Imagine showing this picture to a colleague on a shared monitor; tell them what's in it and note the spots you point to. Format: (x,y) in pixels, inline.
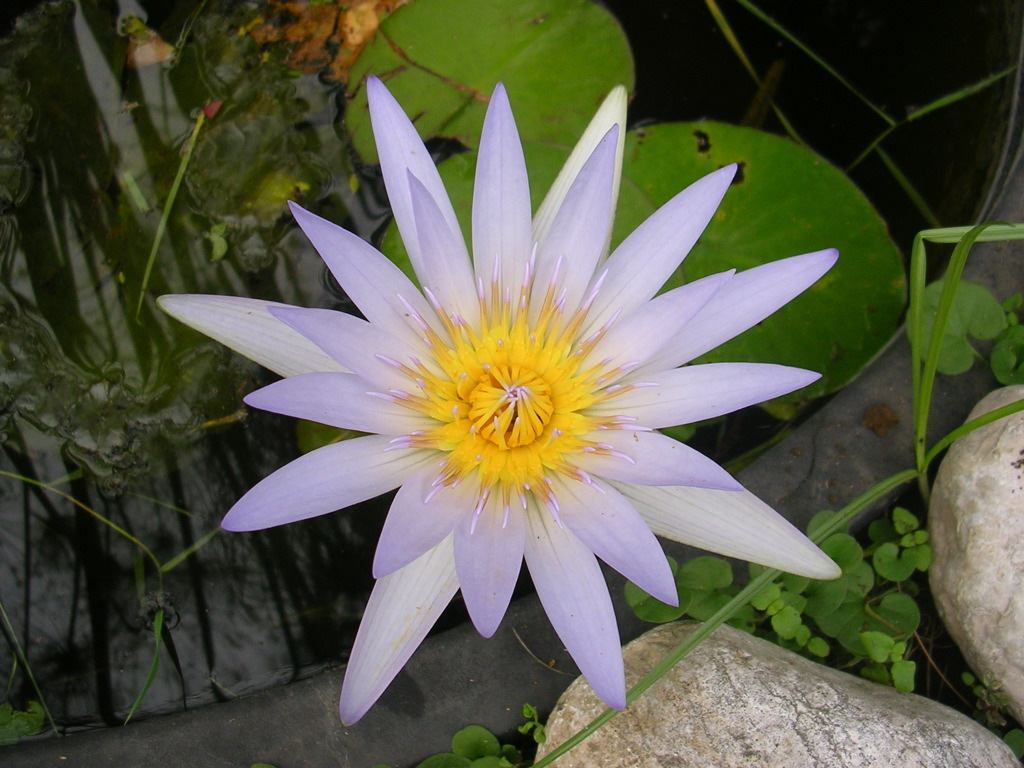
In the image there is a yellow and purple flower (478,319), it has huge leaves (553,131) and beside the flower (586,441) there are two big stones (732,669).
